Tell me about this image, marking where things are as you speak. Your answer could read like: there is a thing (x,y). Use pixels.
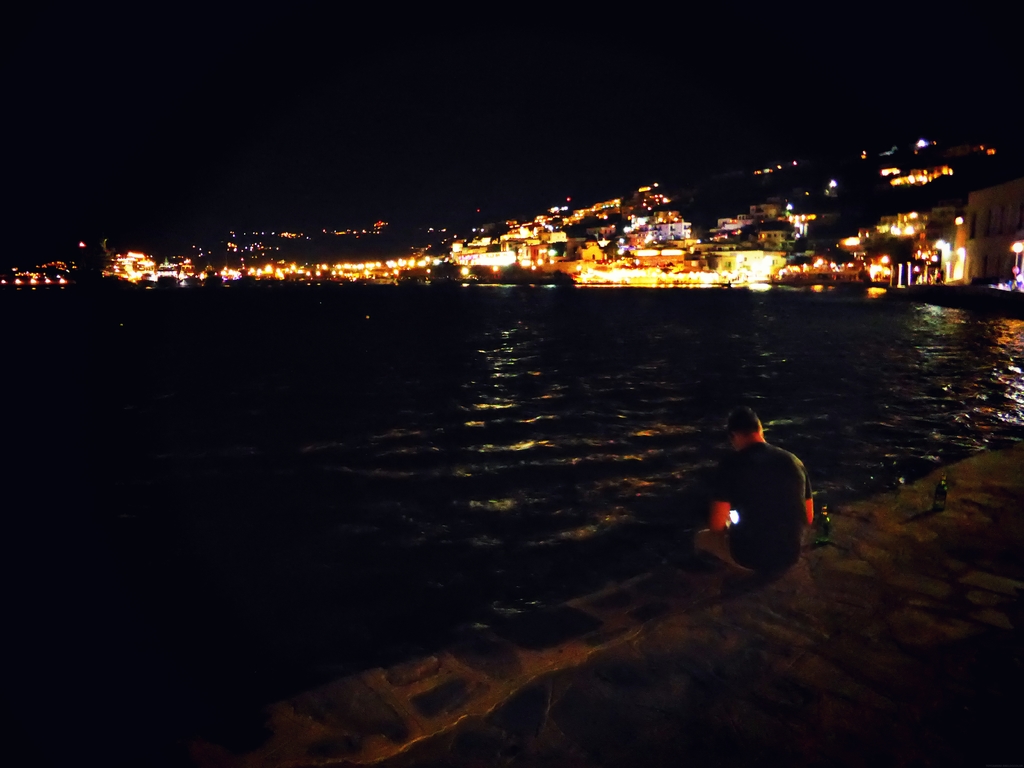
In this image there is a person (728,542) sitting on the rock fence (720,565), beside the person (772,552) there are bottles (819,533), in front of the person (797,518) there is a river (408,402), in the background of the image (566,254) there are buildings (605,253) with lights (806,215).
